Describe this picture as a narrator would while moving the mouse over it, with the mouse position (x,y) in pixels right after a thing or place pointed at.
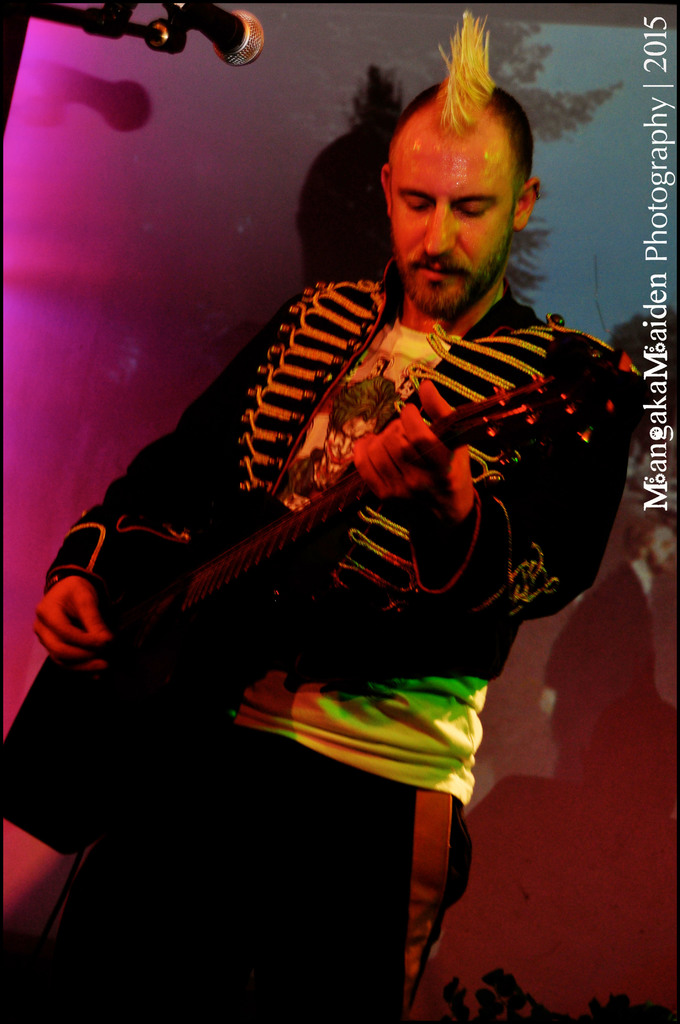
In this picture we can see man (244,857) holding guitar (198,587) in his hand (392,431) and playing it and in front of him we can see mic (222,39) and in background (578,86) we can see colorful lights (92,419), some person (561,708) on banner (581,707).
